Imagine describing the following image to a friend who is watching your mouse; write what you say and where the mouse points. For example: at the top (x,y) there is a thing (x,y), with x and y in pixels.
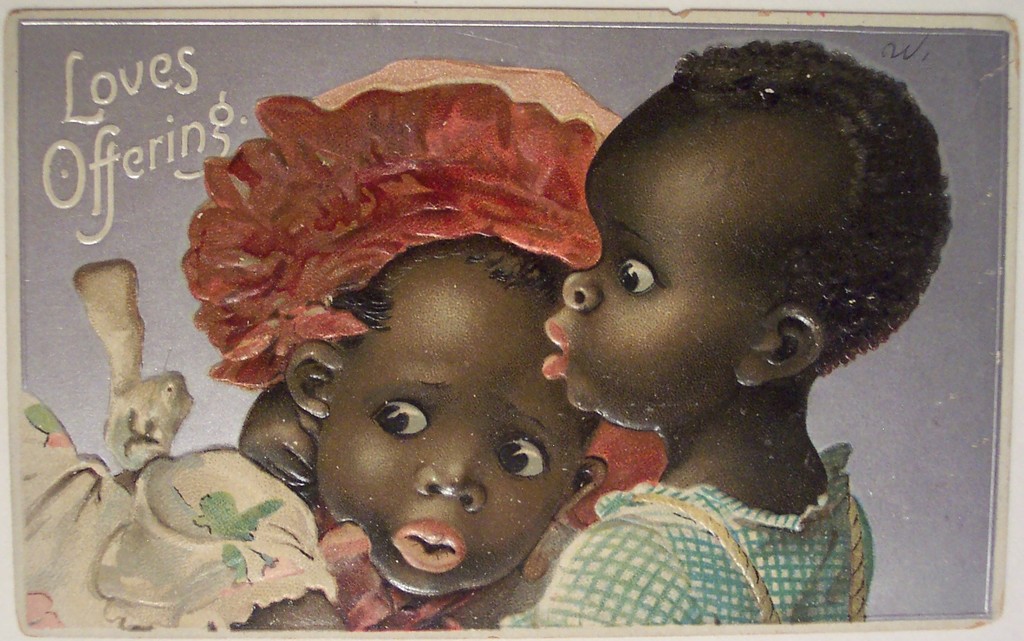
In this image there is a painting (326,364) of two kids (326,364) with some text (158,128) written on it.
